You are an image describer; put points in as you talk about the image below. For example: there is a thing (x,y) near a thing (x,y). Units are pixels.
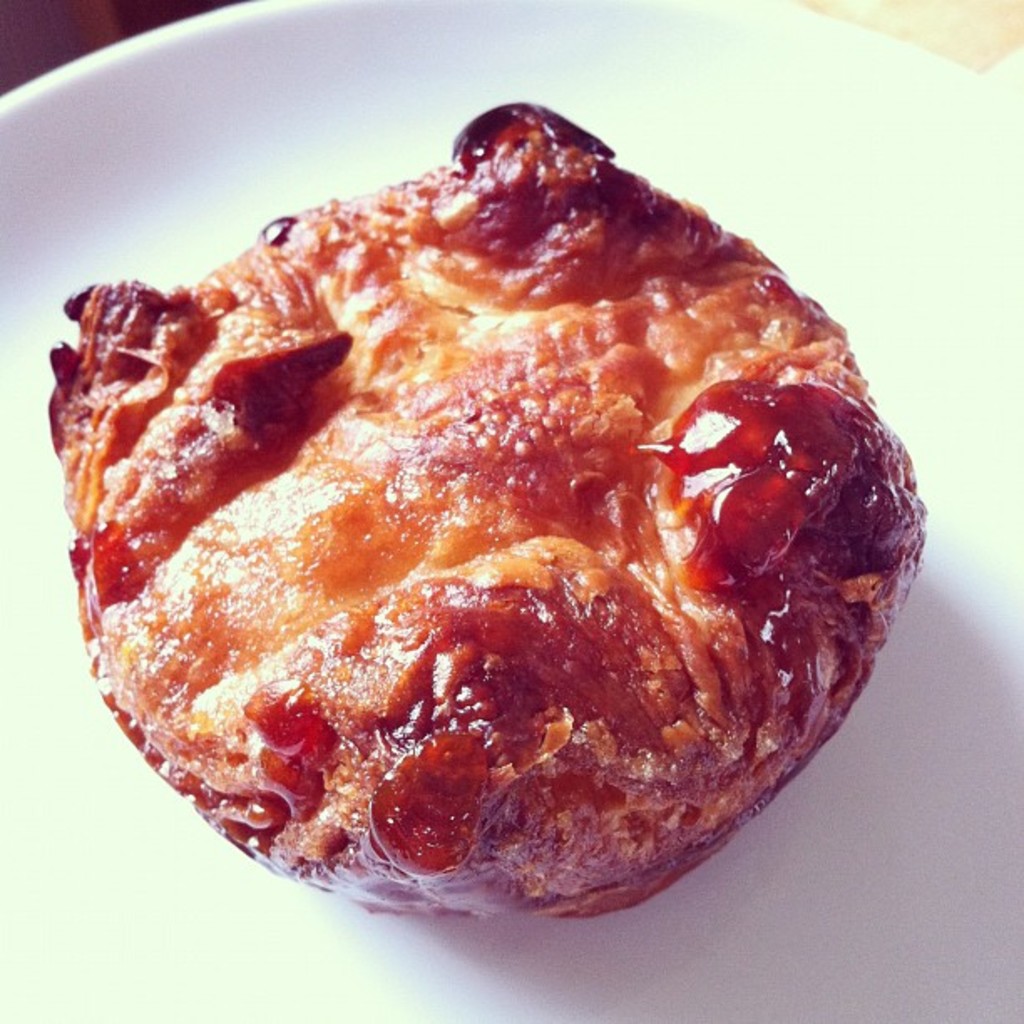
In this picture we can see a plate (891,948) in the front (877,908), there is some food (581,369) in the plate (890,931).
